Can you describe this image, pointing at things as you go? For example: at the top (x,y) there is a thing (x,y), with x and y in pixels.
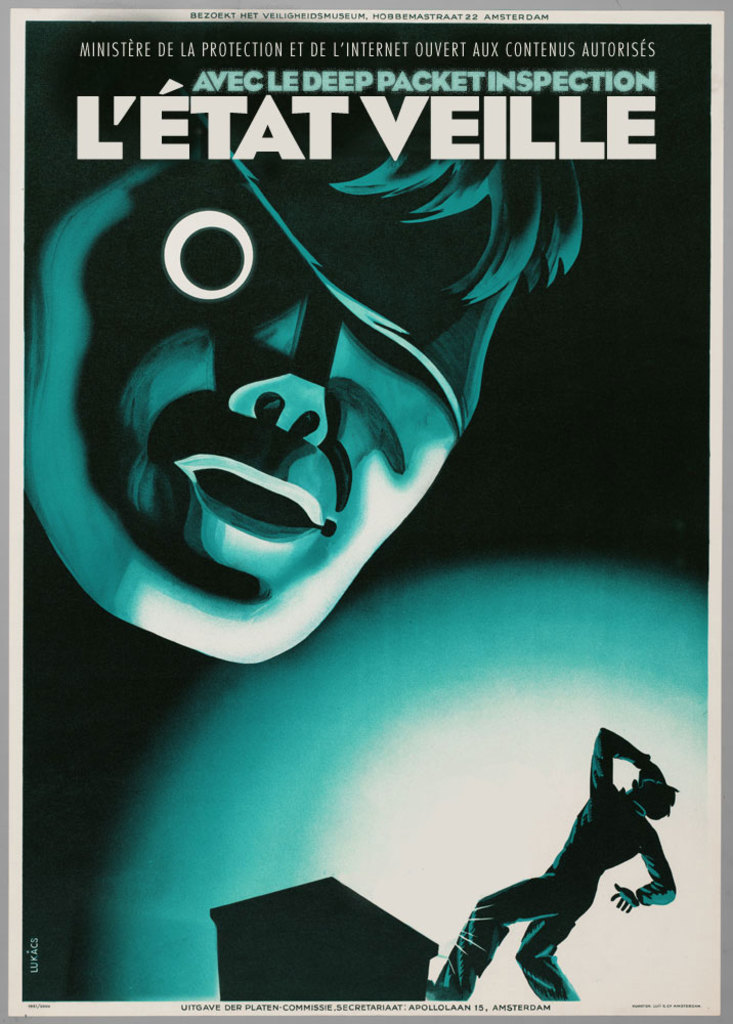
In this picture I can see an animated picture and I can see text (452,104) at the top (353,103) and bottom of the picture (50,1006) and I can see couple of cartoons (188,583).
